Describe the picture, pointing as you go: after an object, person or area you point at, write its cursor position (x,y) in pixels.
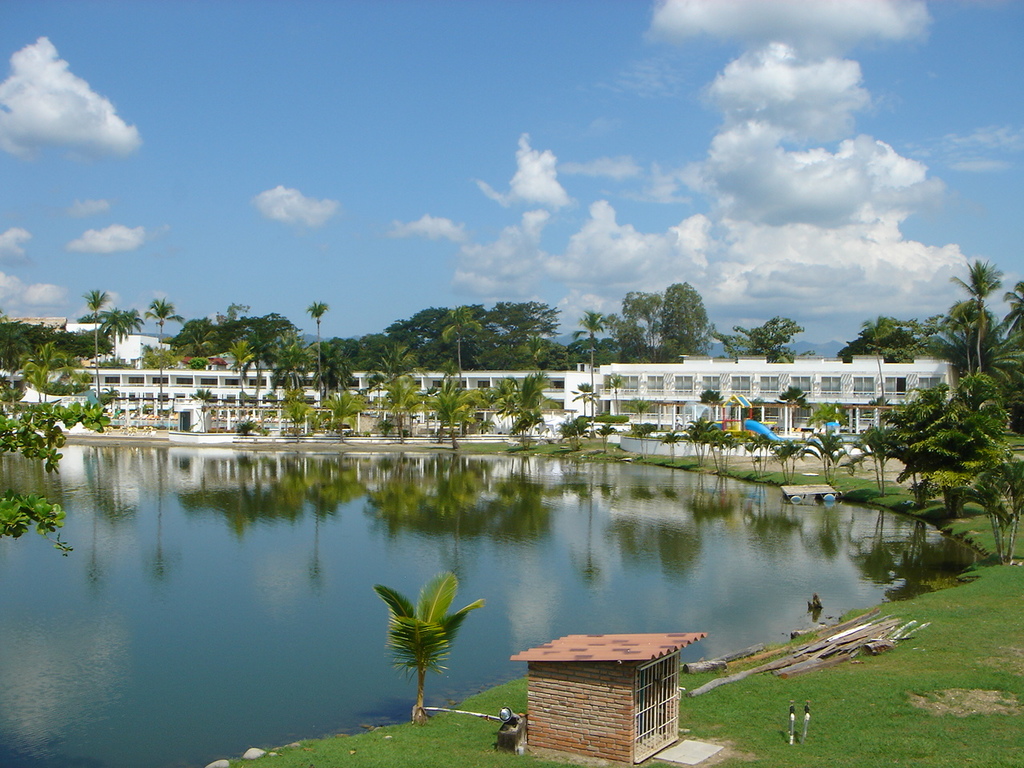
In the image there is grass (955,750), trees (667,337), water surface (668,473) and buildings (107,374).
